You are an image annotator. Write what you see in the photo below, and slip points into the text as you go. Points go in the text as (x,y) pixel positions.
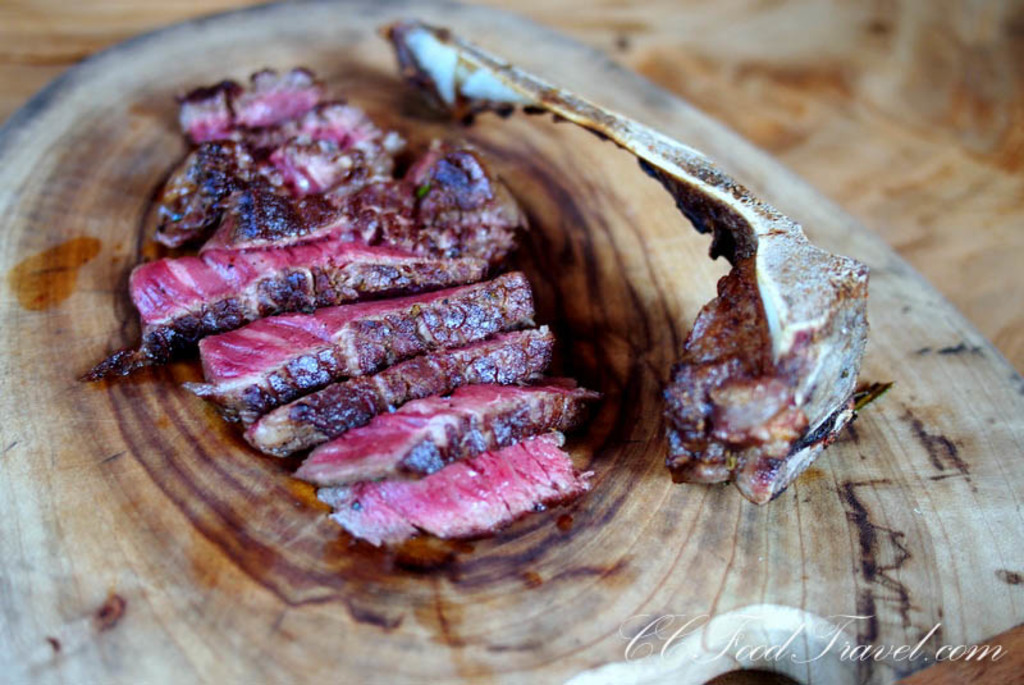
There are meat pieces (322,122) and a bone (630,127) on a wooden plate (926,593). In the bottom right (872,618), there is a watermark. And the background (587,4) is blurred.
